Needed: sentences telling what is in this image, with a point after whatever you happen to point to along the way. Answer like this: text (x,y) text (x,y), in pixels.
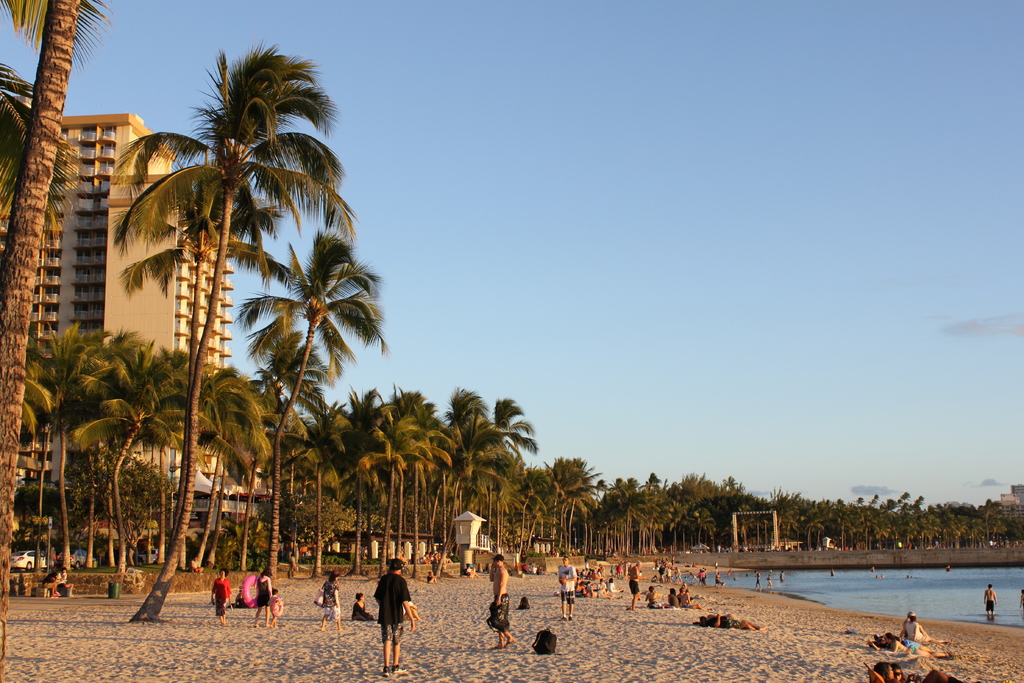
In this image I can see number of people (934,678) where few are sitting on the ground (611,632) and rest all are standing. I can also see number of trees (388,471) in the front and in the background (980,532). On the right side (1019,603) I can see water (963,603) and on the left side (12,564) I can see a building (262,486) and few vehicles (30,561). In the background (373,93) I can see clouds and the sky (675,240). I can also see few stuffs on the ground (536,626).
